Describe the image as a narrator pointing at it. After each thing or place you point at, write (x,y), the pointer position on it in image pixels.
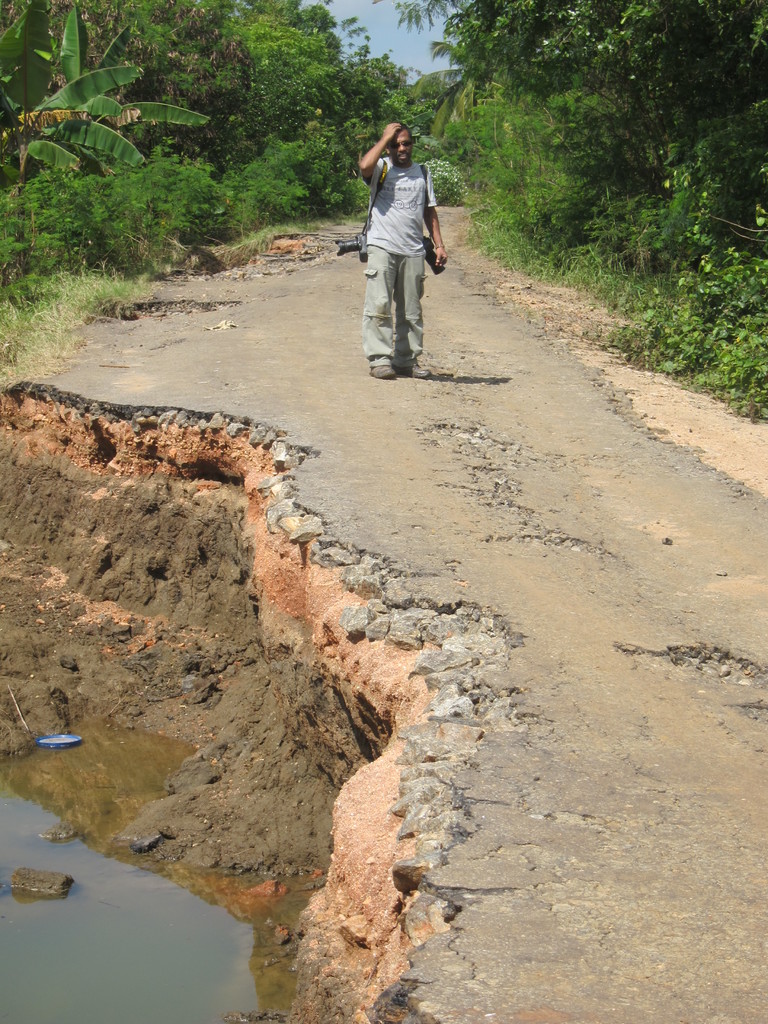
In the image we can see a person (402,151) standing, wearing clothes (420,332), shoes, goggles (397,143) and the person (389,190) is carrying cameras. Here we can see the road (557,489), water (152,920) and grass (10,326). We can even see trees (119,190), plants (149,75) and the sky (400,46).
